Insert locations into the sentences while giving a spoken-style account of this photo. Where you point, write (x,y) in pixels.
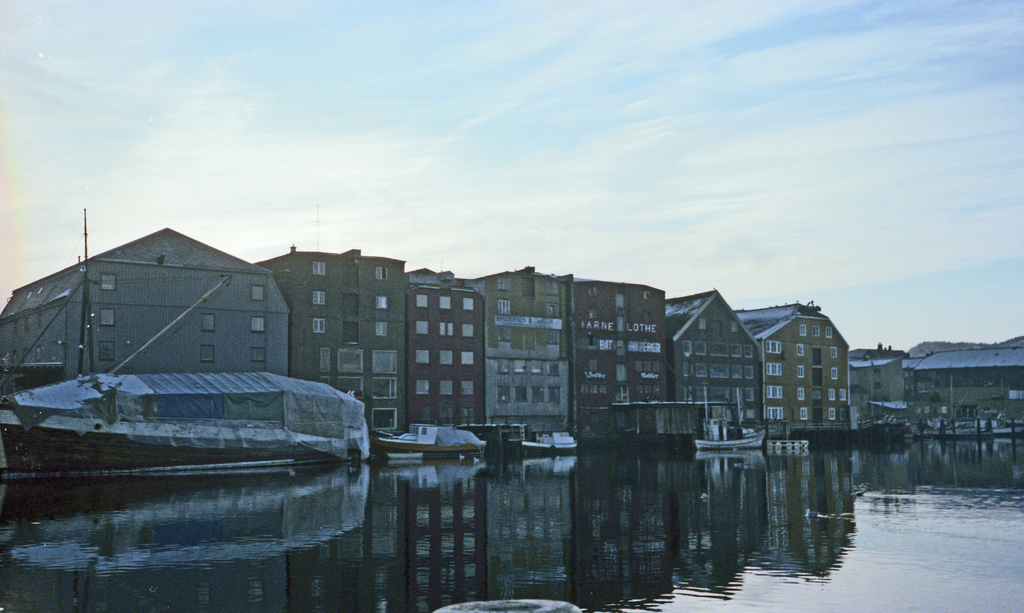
At the bottom of the image (525,513) there is water (617,451). On the water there are boats (226,417). Behind the boats (237,408) there are buildings (612,333) with walls (493,349), windows (747,351) and roofs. At the top of the image (594,91) there is a sky (695,118). On the left side of the image (273,401) there is an item (220,397).
